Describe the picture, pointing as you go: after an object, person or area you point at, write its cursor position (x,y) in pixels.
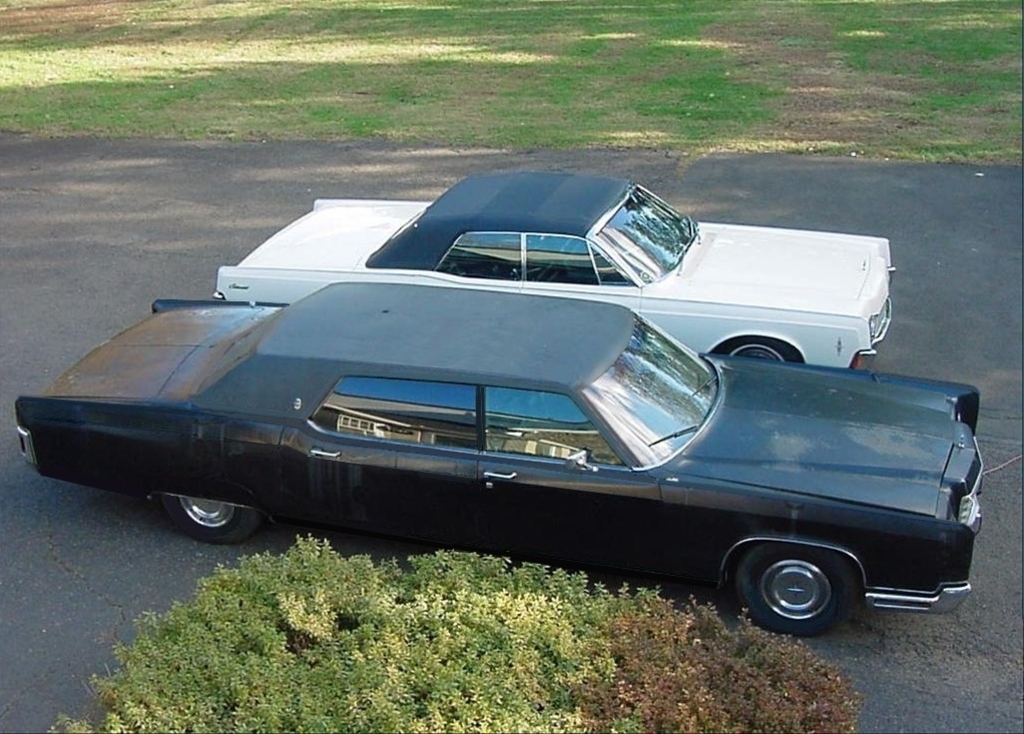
In this image there is grass (613,67), there is road (118,196), there are two cars (508,354), one of them is black color, and the other is of black and white, there are plants (514,666).
